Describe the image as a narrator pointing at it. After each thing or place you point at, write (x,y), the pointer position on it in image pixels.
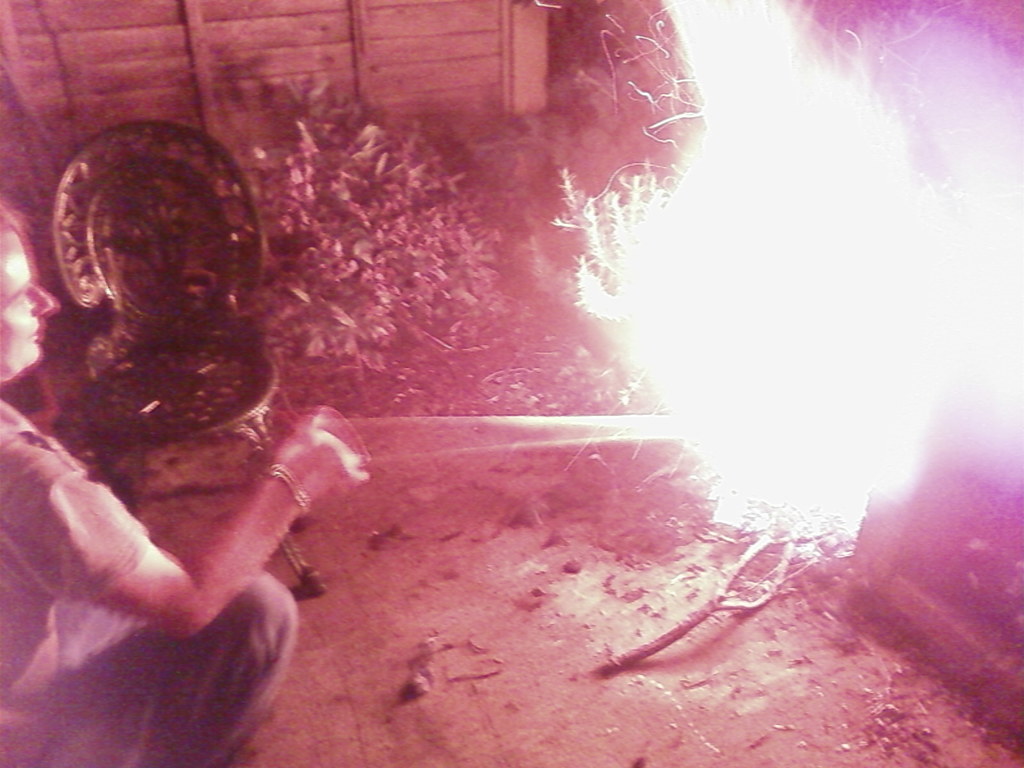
In this image I can see the person (118,662) with the dress (102,663). In-front of the person (172,641) I can see the fire (801,484), plants (435,316), chair (217,300) and the wooden object (200,85).
